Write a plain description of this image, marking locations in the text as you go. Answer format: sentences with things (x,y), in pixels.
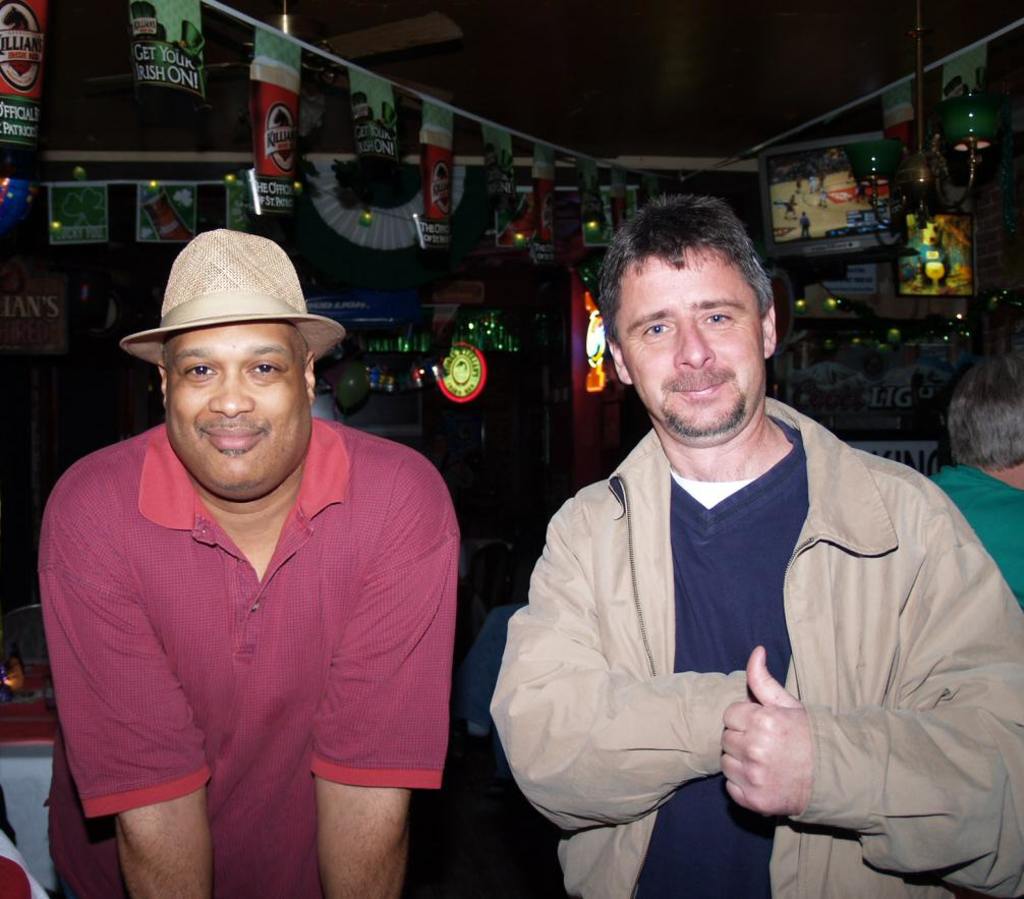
In this image we can see two people (511,671) standing. On the backside (444,215) we can see a fan (395,25) and some flags (368,153) tied to a rope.
